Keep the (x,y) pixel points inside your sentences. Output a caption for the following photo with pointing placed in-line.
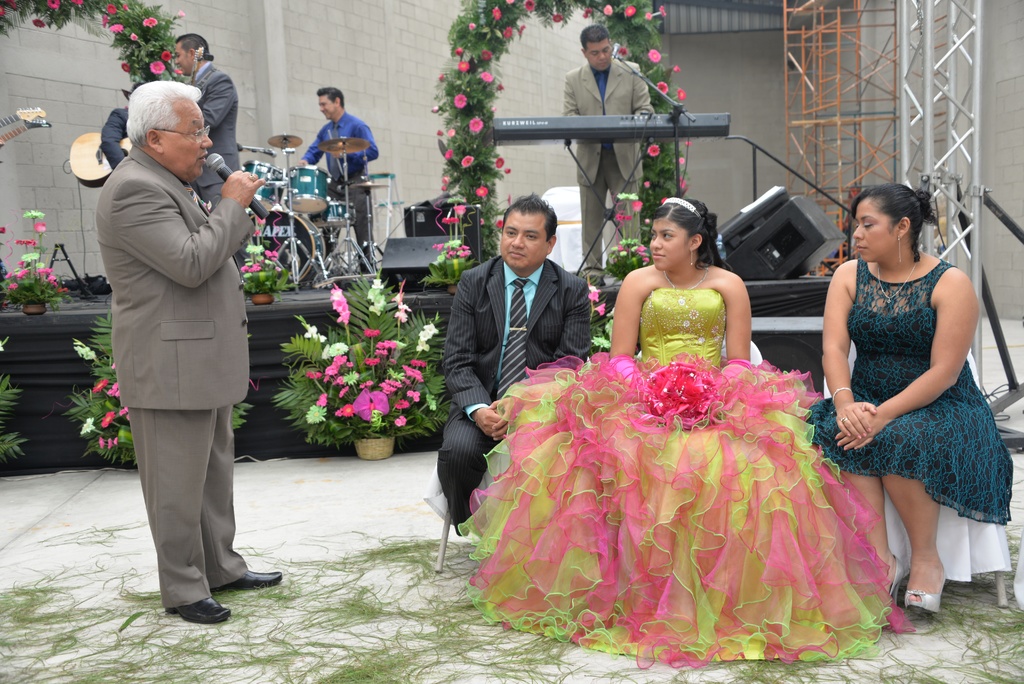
In this picture there are some people (653,430) sitting and some are standing. The man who is standing is speaking in a microphone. In the background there are some people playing the orchestra music. The orchestra stage (37,442) is decorated with flowers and plants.
